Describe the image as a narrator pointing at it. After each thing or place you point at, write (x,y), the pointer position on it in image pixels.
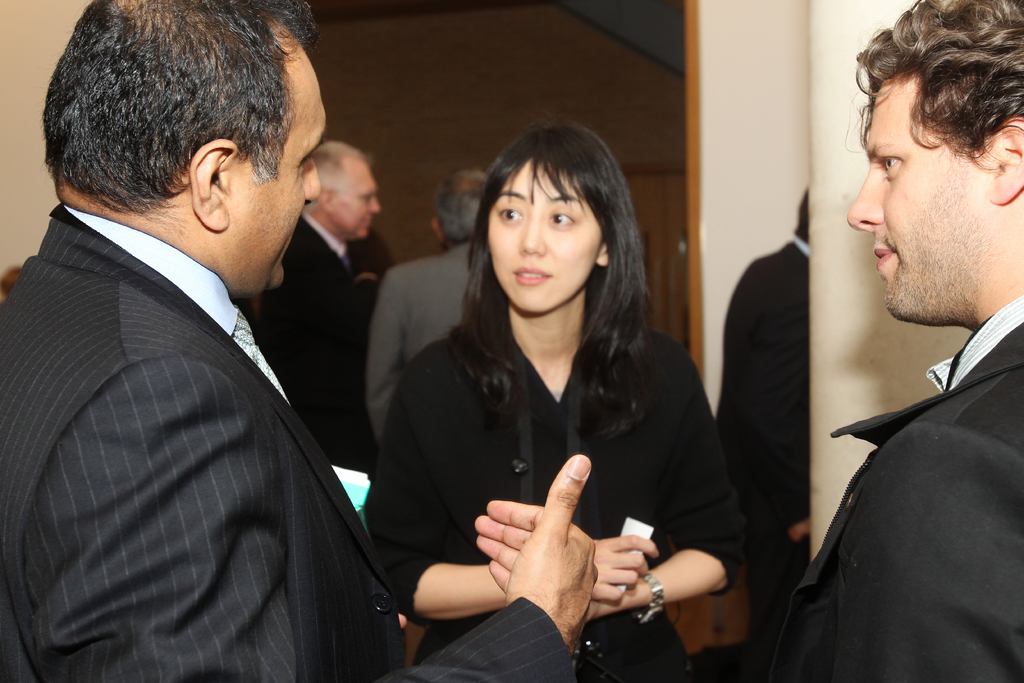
In this picture I can see group of people (541,366) standing, and in the background (704,118) there is a wall (479,90).
